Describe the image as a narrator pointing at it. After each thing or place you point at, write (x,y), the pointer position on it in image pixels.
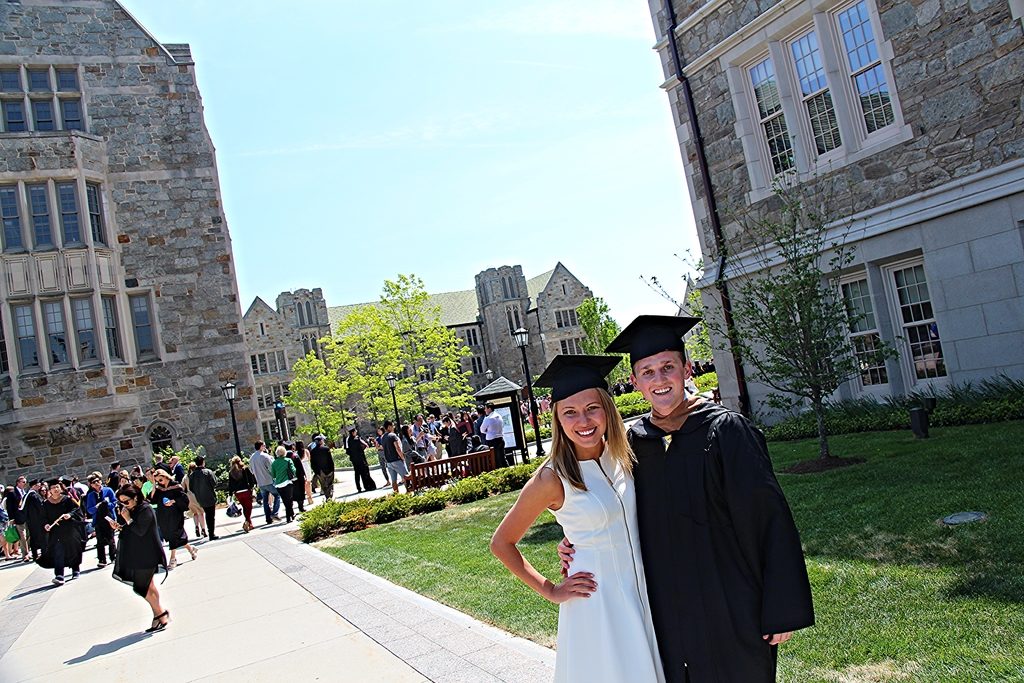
In this image, in the middle (584,428), we can see two people (660,515) man (660,515) and woman (617,515) are standing on the land (804,498). On the right side (930,185), we can see a building (948,15), trees (815,349). On the left side (103,520), we can see few people (198,464) are walking and few people (390,477) are standing. In the background (157,421), we can see building (130,423), street lights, trees (424,369). On the top (178,1), we can see a sky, at the bottom (470,513) there is a grass (439,519) and a land (191,663).
